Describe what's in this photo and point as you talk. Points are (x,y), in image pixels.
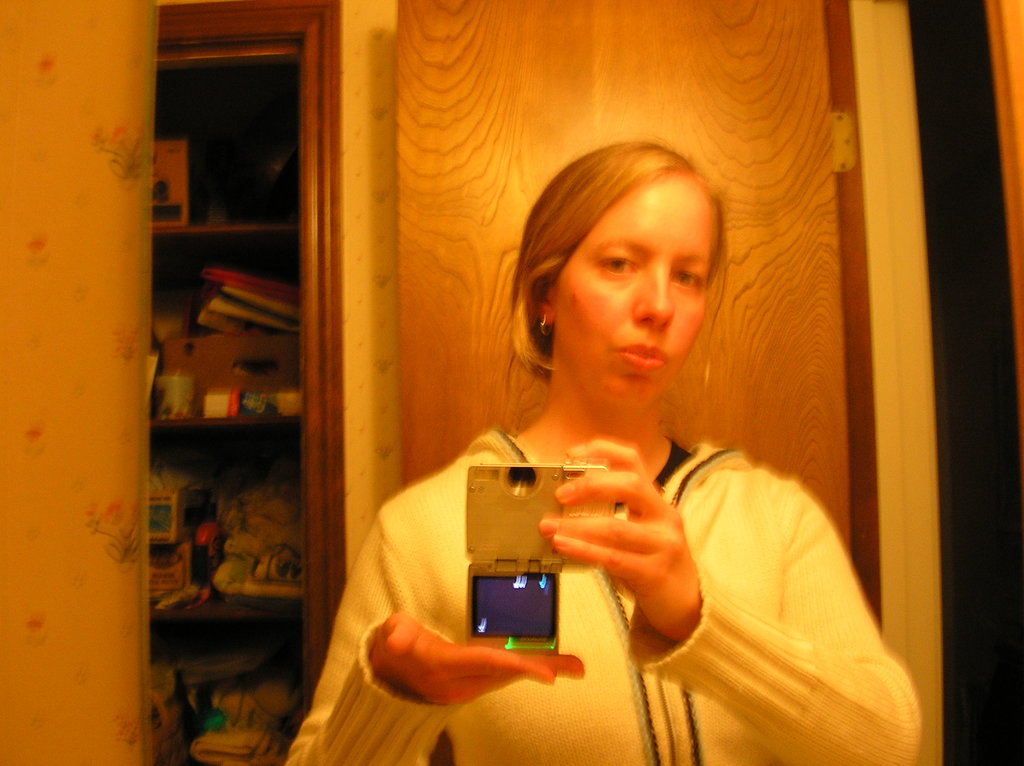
In this picture we can see a woman (677,651) is standing and holding a digital screen (551,630), in the background (182,719) we can see shelves (221,118), there are some boxes (207,337), books (268,302) and other things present on these shelves (177,290), on the right side (688,101) there is a door (583,90).
